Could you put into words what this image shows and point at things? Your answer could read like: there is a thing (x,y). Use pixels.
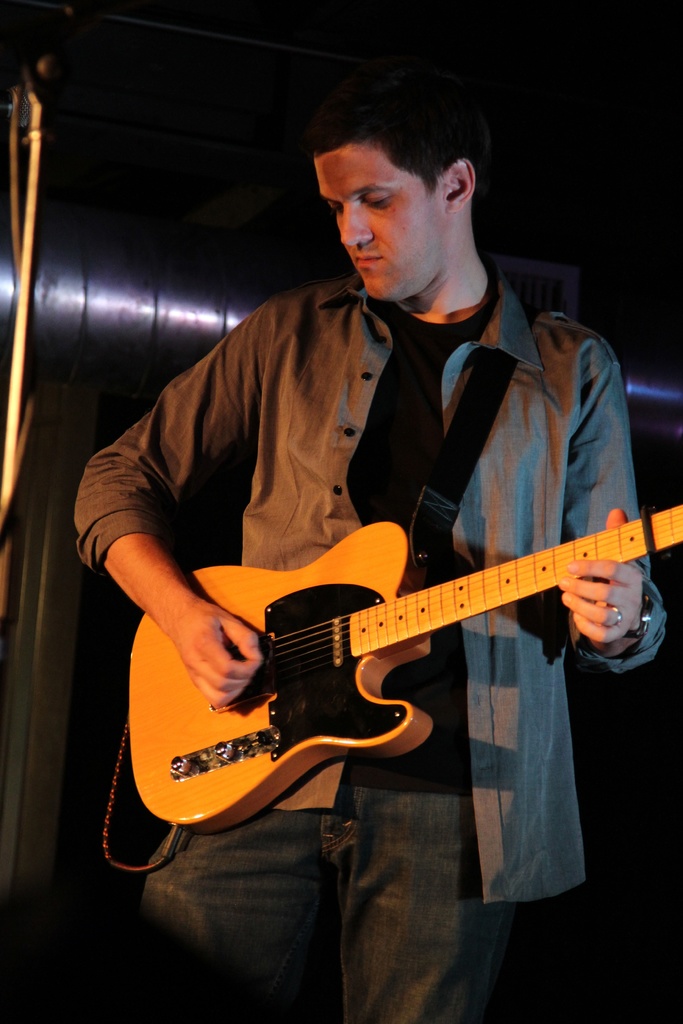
In this picture we can see man (256,532) holding guitar (597,539) in his hand (228,685) and playing and in the background (94,344) we can see pipe (81,275), stand (41,49) and blur.
